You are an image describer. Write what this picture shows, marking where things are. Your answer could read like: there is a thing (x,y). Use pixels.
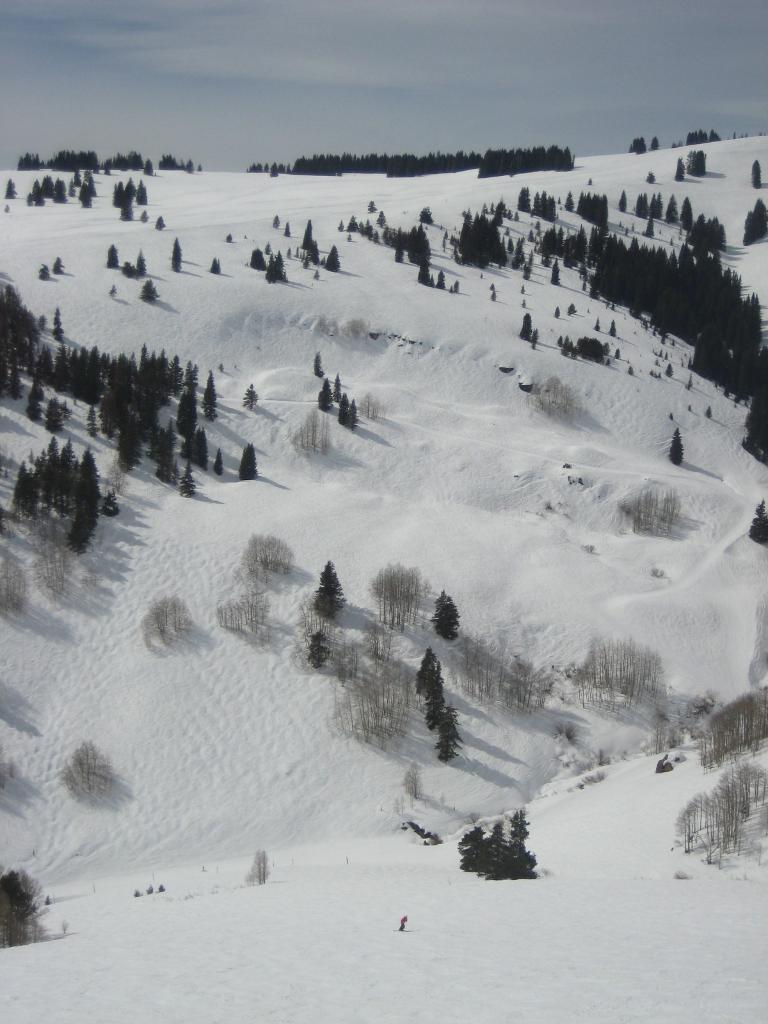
In the image we can see snow (508,912), white in color. There are many trees (158,393) and a sky (133,72).
